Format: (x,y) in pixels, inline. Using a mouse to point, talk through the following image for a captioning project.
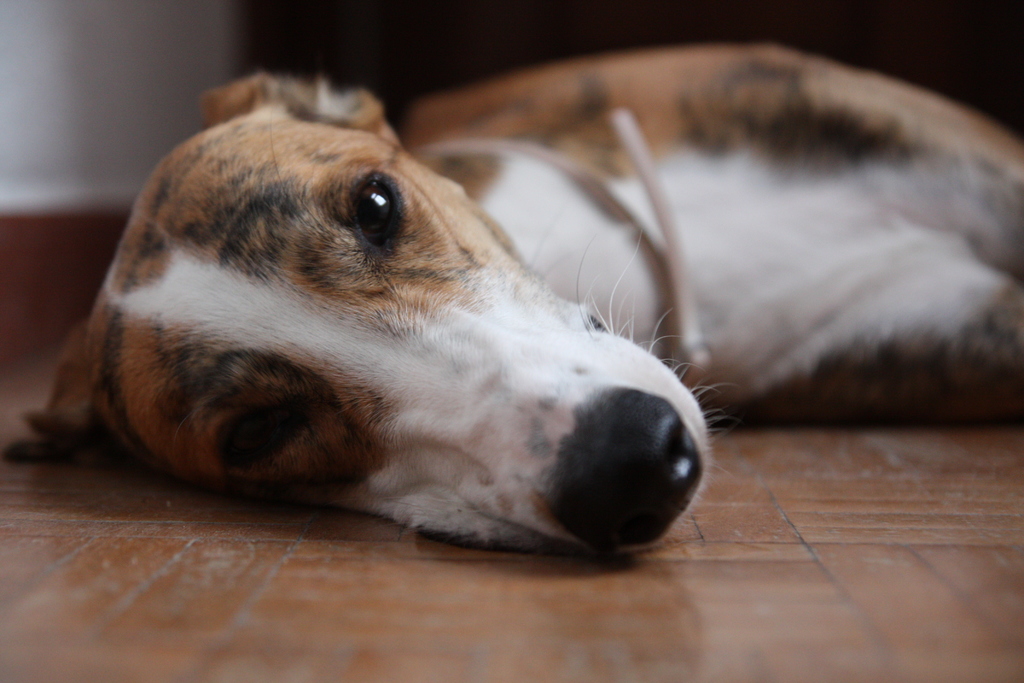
In this image there is a dog (542,436) laying on the floor (797,587). In the background of the image (141,85) there is a wall (74,113).
